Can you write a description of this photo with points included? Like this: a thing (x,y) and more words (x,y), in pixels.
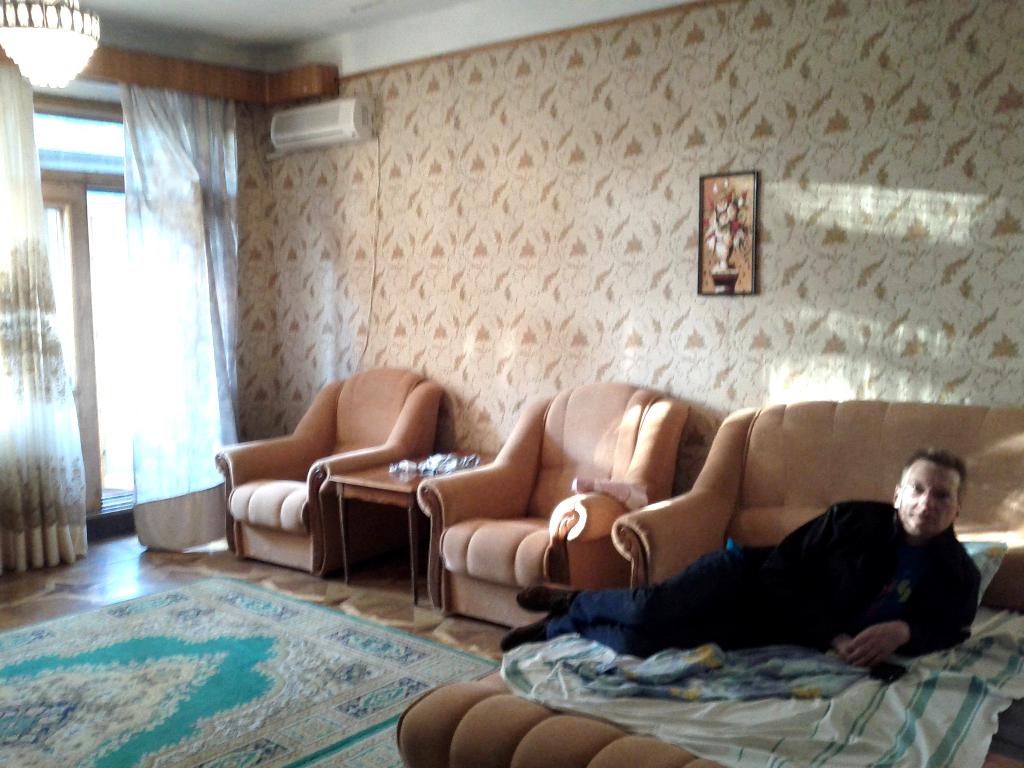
in this image this is a picture of a living room (440,246) where we have a chandelier (70,45), curtain (167,118), door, air conditioner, frame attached to wall (522,296), sofa (650,459), couch (802,467), person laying in couch (557,761), carpet (16,647), table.
